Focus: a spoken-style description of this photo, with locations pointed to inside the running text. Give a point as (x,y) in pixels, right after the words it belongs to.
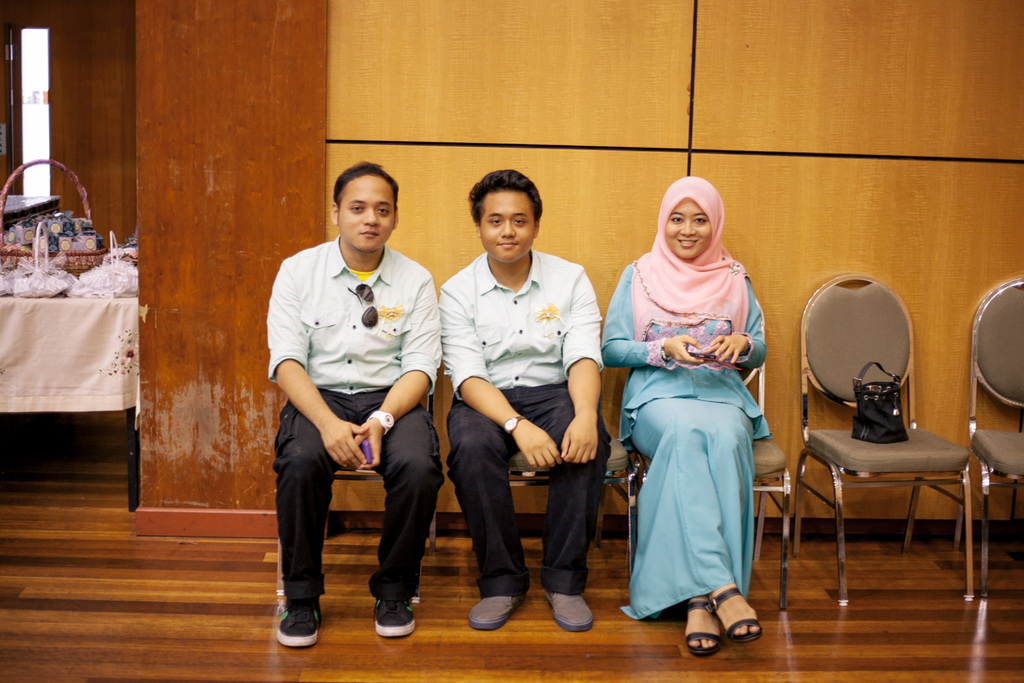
Here we can see 3 people (525,355) who are sitting on chairs (639,461), the left 2 people (436,452) are men (558,334) and the right one (687,367) is woman (710,447). The woman (697,288) wears scarf (735,314). All 3 of them are looking at the camera with smile. In the background (305,101) we can see wall (775,81), in the left of the picture (102,377), we can see table (86,341) present on which some items (80,270) are present.
